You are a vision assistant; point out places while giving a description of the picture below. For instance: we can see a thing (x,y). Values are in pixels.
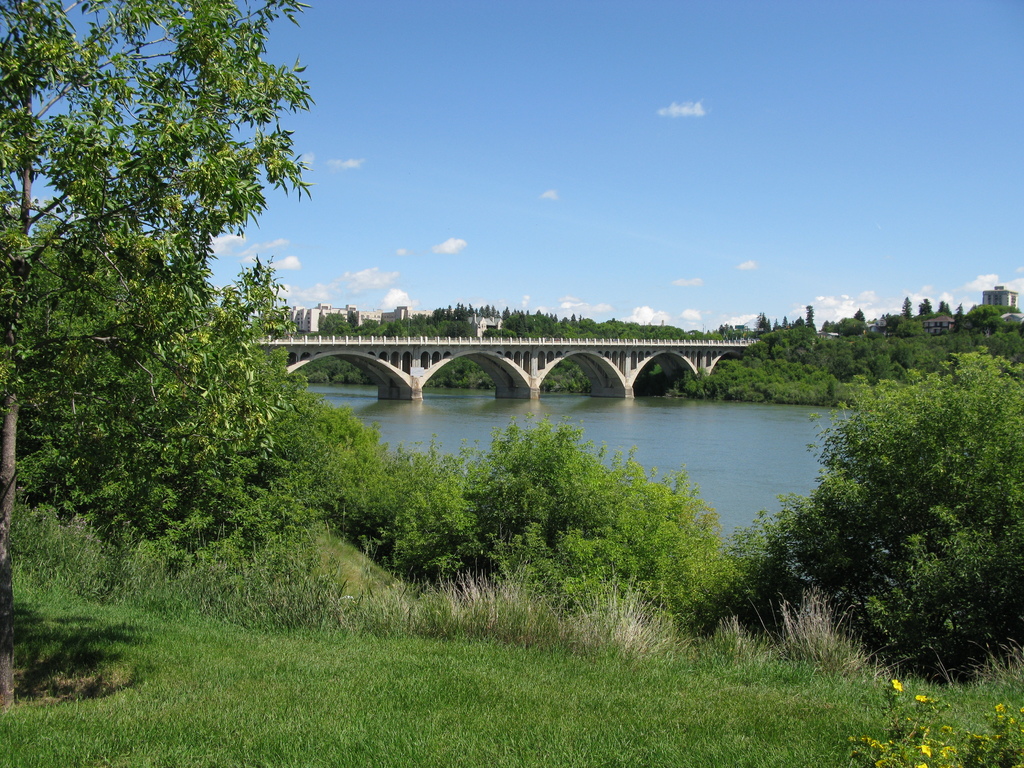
In this image we can see a bridge (369,356) above the water (523,416), there are some trees (202,458), buildings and grass (535,665), in the background (518,217) we can see the sky (851,105) with clouds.
